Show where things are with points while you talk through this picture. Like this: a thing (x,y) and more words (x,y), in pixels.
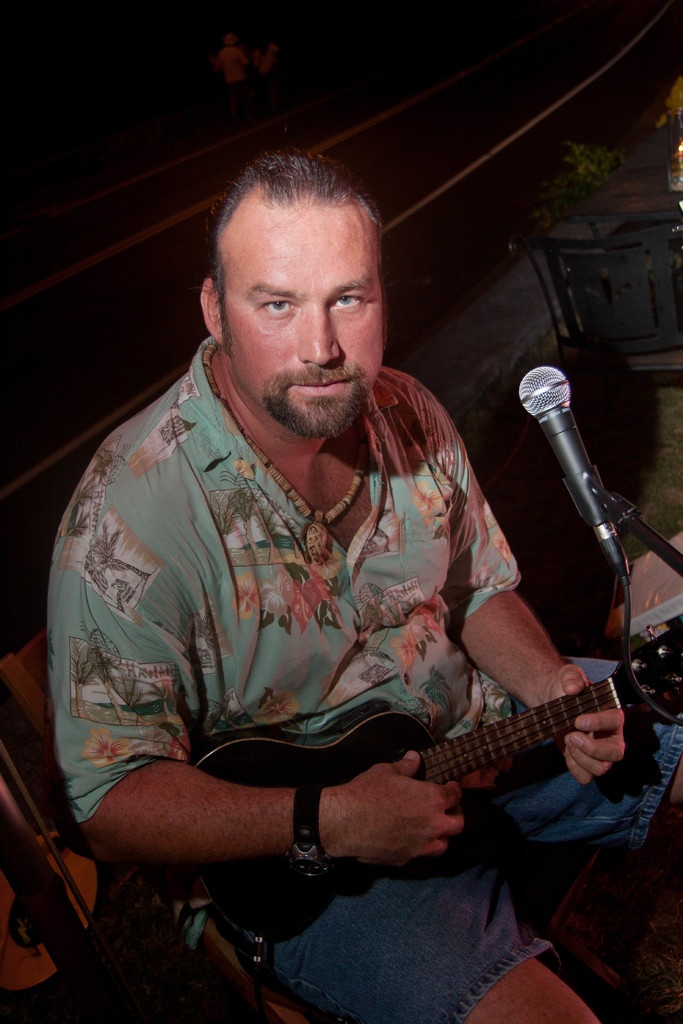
Background (478,97) is dark. Here we can see a table (644,208) and a chair (648,295). We can see one man (489,978) sitting on a chair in front of a mike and playing guitar (261,877).
